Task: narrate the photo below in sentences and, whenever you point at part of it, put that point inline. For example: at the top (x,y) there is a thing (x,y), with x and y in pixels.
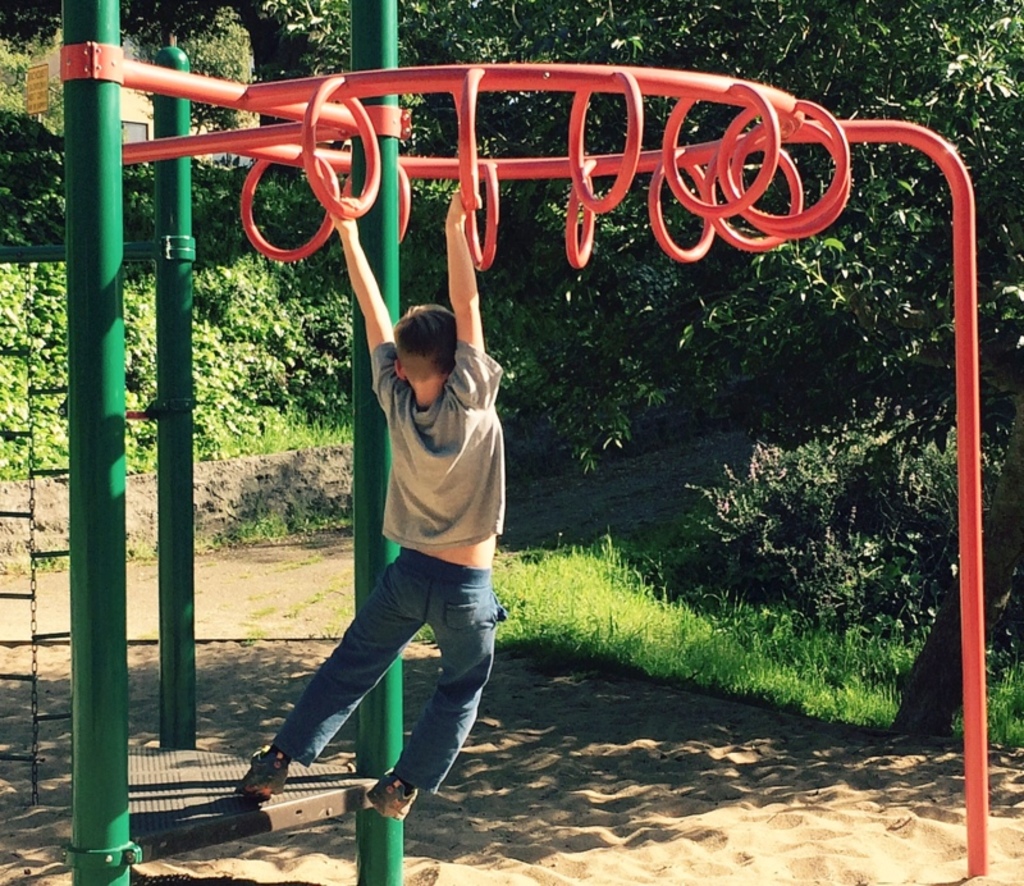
In this image there is a boy (421,539) in the middle (426,536) who is hanging by holding the rings (477,180) which are made up of metal (651,167). In front of him there are so many plants (593,354). At the bottom (635,841) there is sand (610,852). On the left side (34,676) there is a chain (29,480). Beside the chain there are iron poles (95,446).
